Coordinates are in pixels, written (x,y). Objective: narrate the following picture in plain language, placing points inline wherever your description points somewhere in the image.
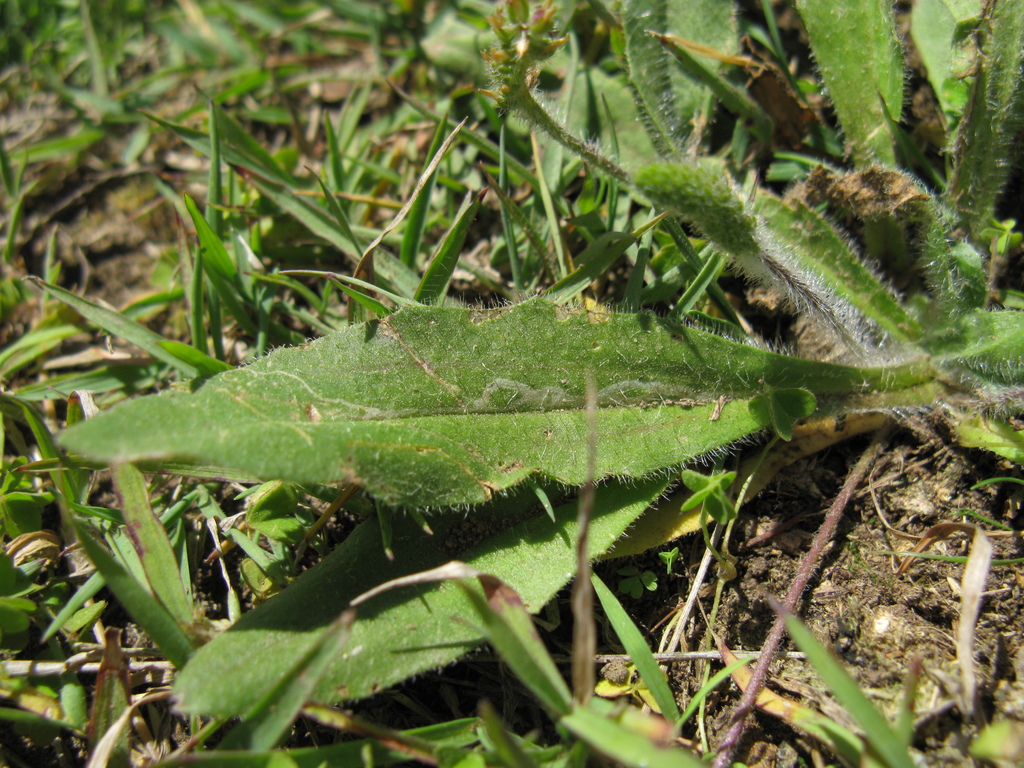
In the picture we can see the grass plants (224,6).
